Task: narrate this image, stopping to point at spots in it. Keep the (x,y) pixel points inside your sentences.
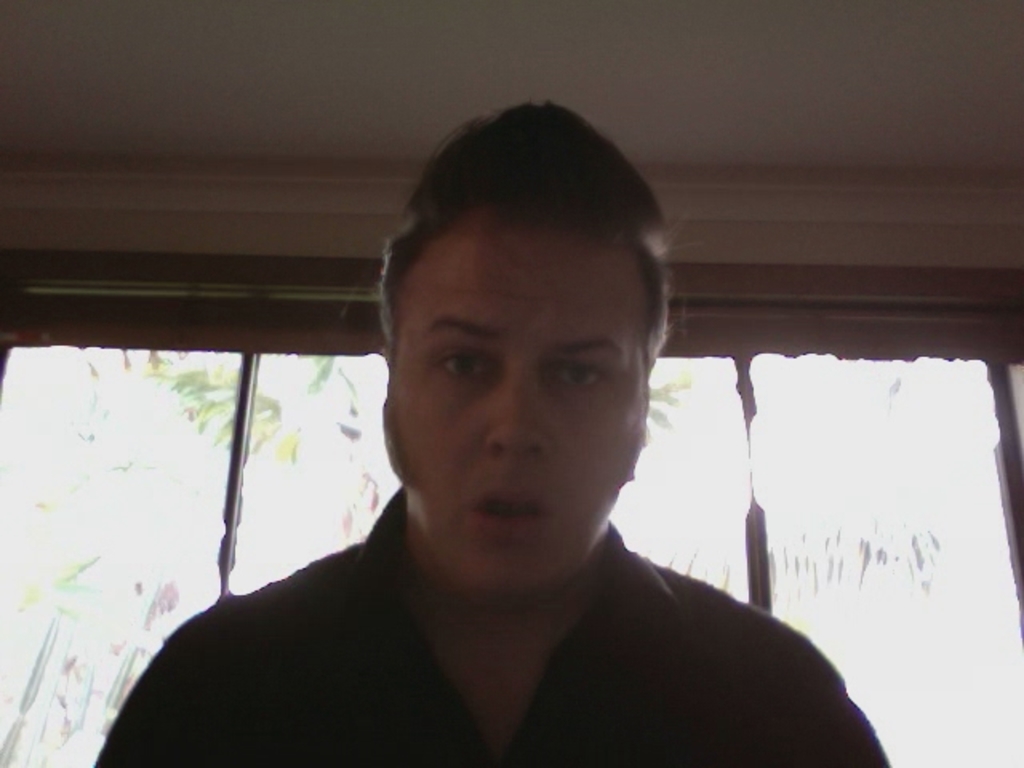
In this image I can see a man (428,619). In the background (286,444) I can see few green colour leaves (312,382) and I can also see white colour in background (37,426).
